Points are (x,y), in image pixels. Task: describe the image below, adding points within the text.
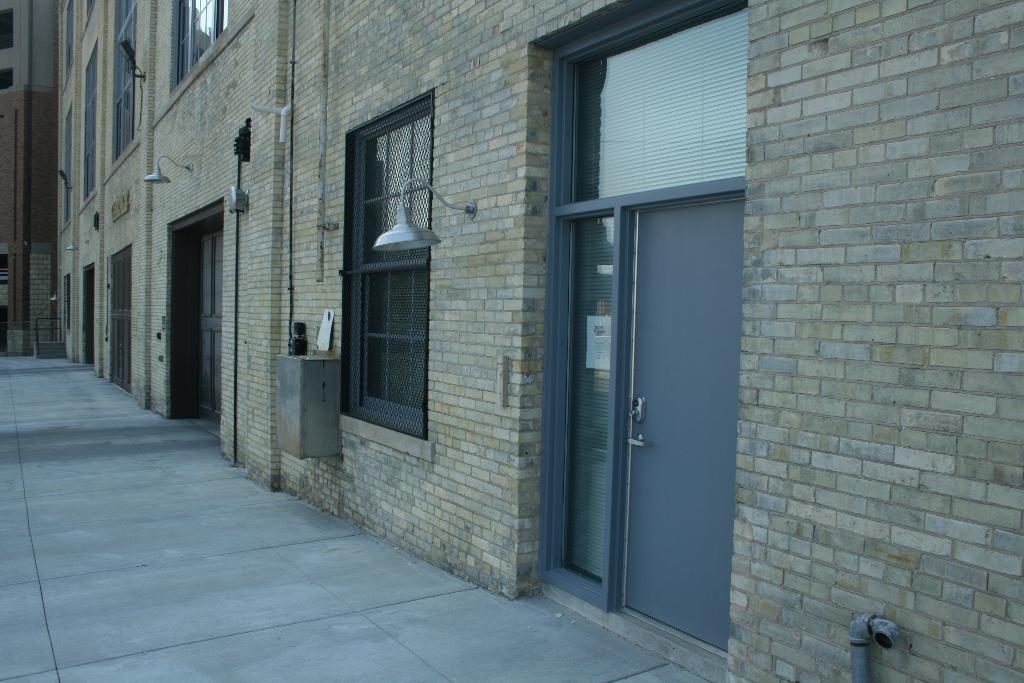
In the middle of the image (353,433) there are some buildings (340,155), on the buildings (241,178) there are some doors (712,225) and windows (90,162) and lights (145,74).
